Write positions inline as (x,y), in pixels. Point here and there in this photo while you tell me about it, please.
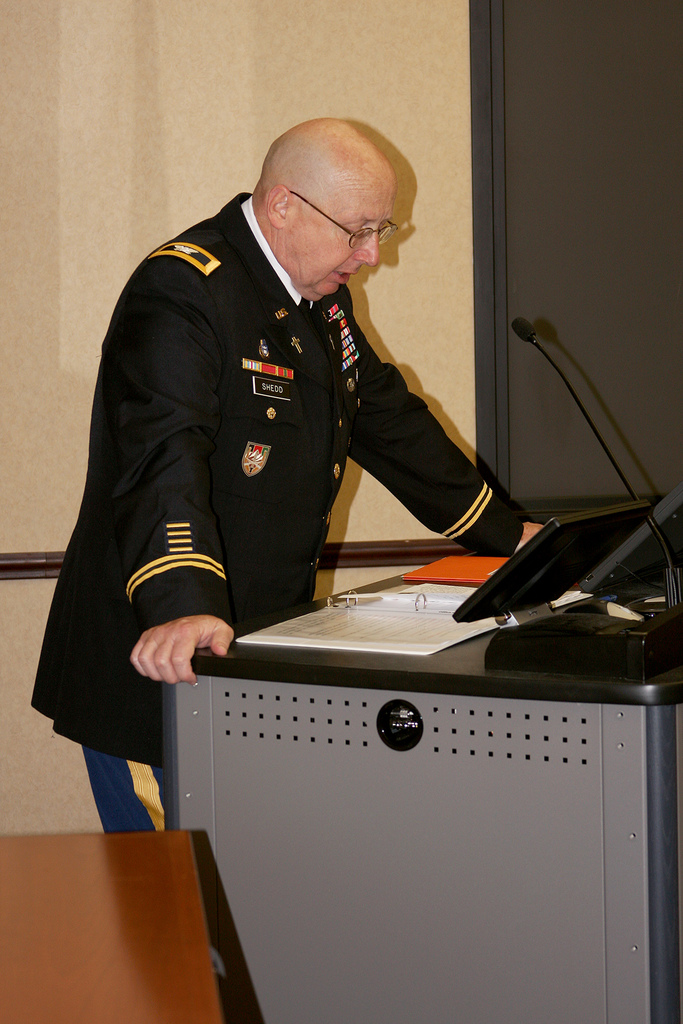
This is the man (103,669) standing. I think this is the table (639,882) with a monitor (580,563), mike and papers (437,607). This looks like a table (149,912). Here is the wall (188,79). This man (309,515) wore a uniform (271,490).
